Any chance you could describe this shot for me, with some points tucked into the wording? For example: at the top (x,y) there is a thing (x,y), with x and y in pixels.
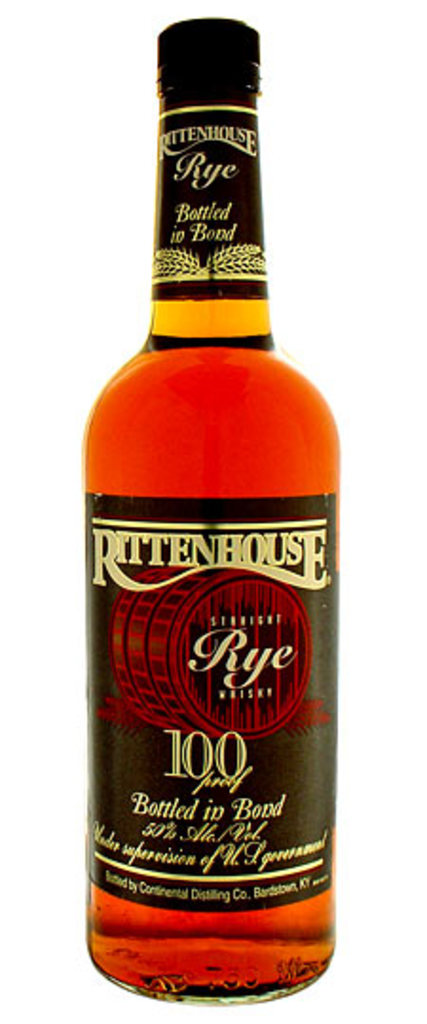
This picture shows a whiskey bottle (277,488).
